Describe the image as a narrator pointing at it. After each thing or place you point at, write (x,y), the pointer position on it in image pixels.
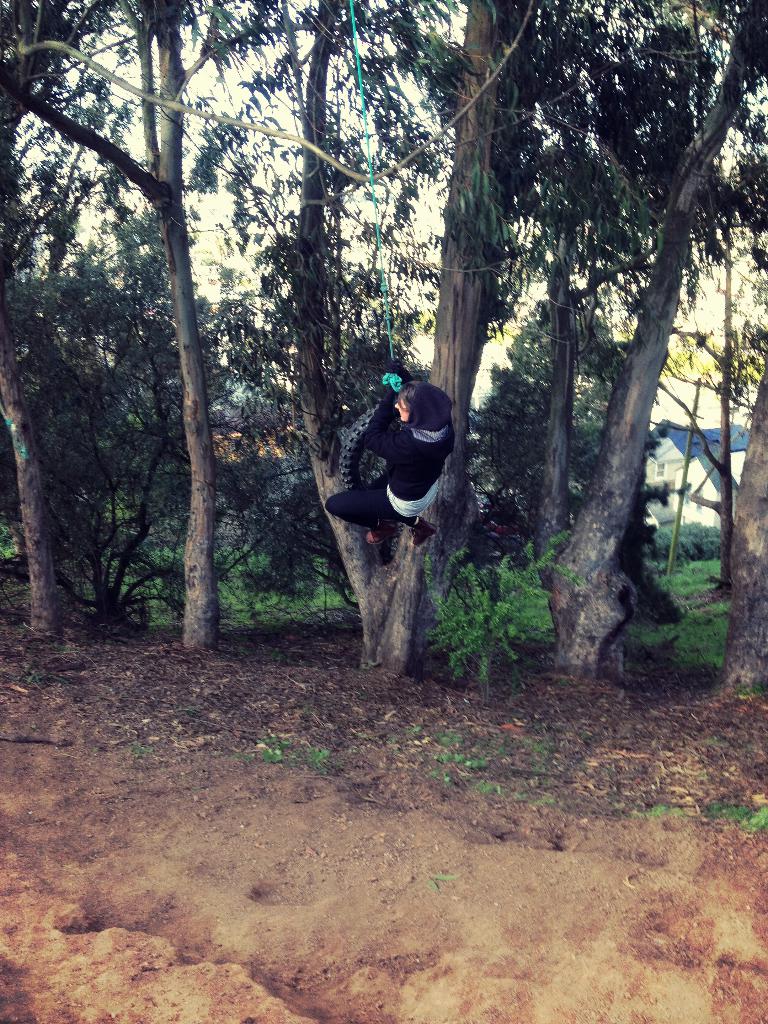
To the bottom of the image (283,856) there is a ground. Behind the ground (575,761) there are many trees (510,307). In the background (698,448) there are houses (688,516) with blue roof (744,438) and also there is a sky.
